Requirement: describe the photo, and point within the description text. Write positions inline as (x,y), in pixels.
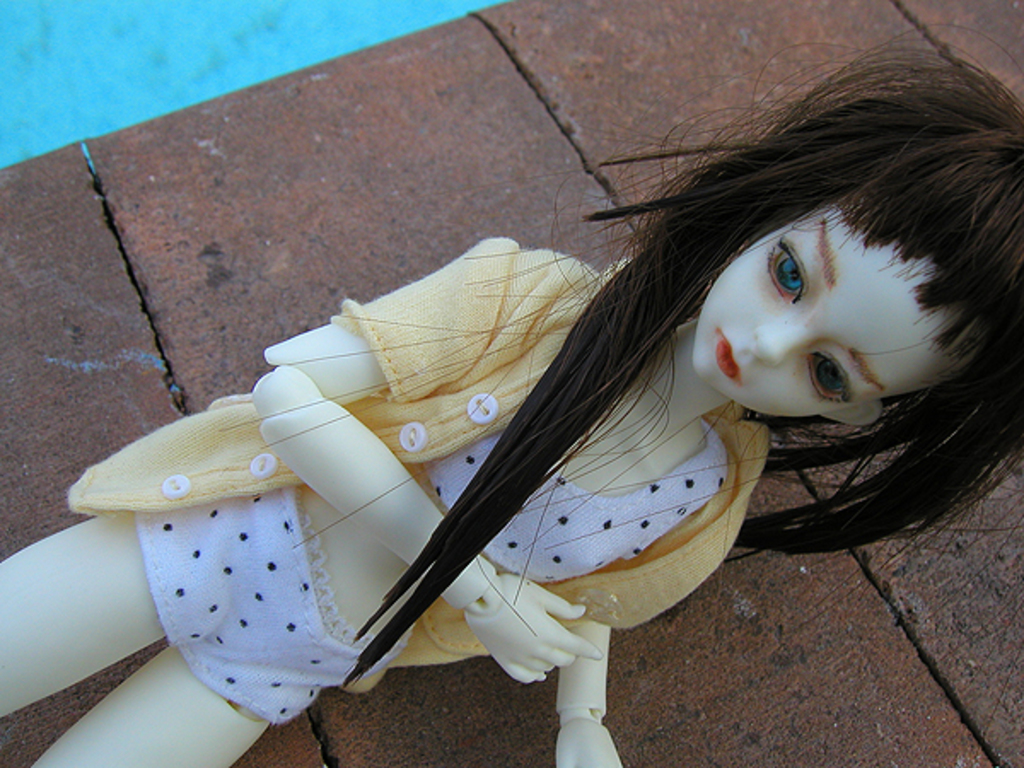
In this image we can see a barbie doll (664,440) placed on the floor (679,732).
